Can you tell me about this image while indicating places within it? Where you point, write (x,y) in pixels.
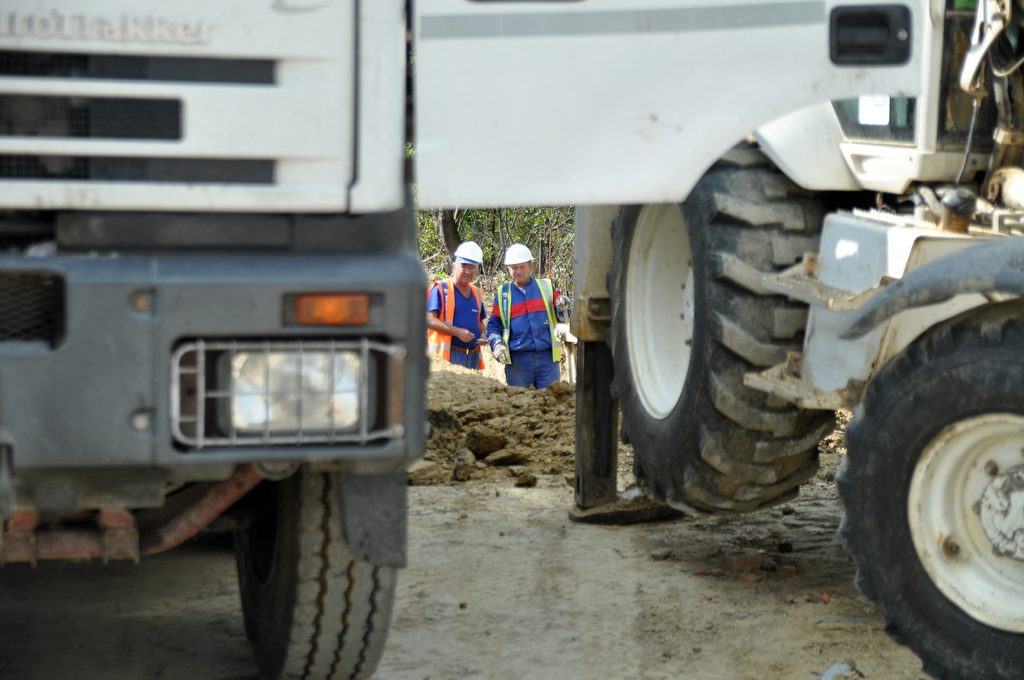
Here I can see two vehicles (144,279) on the ground (499,619). In the background (540,331) there are two men (458,308) wearing blue color dresses (469,354), jackets (447,293), helmets (465,252) on their heads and standing. On the ground (499,540), I can see the mud (488,437). In the background (474,228) there are some trees (481,230).
